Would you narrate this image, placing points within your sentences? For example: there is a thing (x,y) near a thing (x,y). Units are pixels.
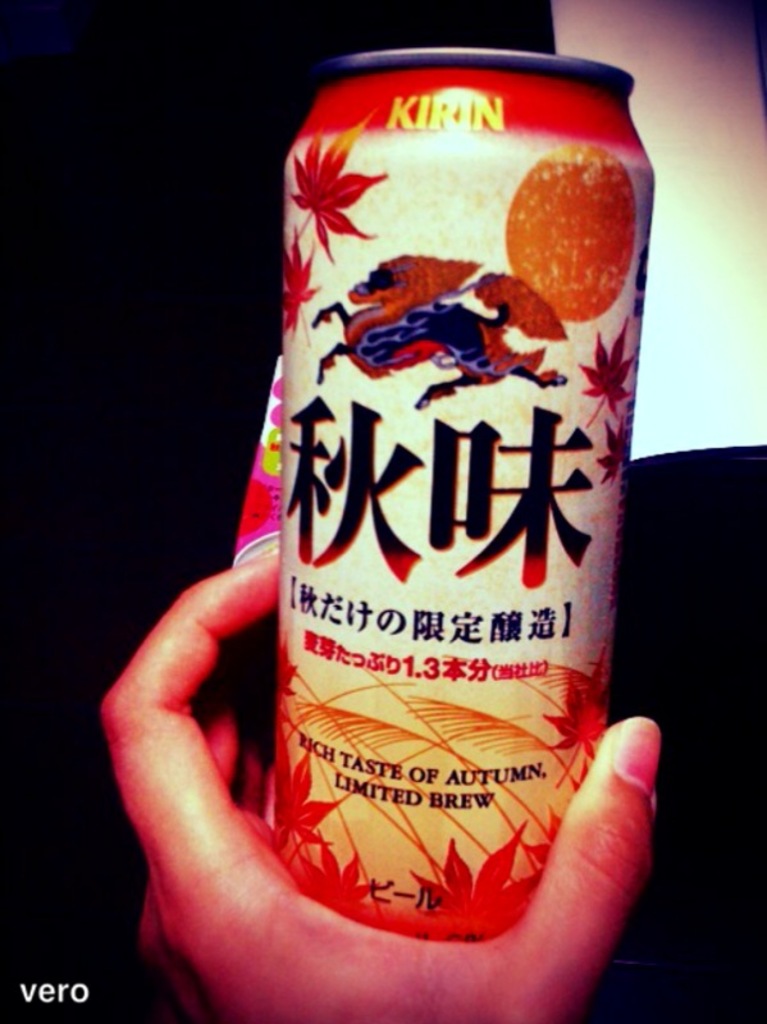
We can see a person's hand (374,972) holding a can (414,392). On the can (438,639) there is a label (507,638). In the background (84,254) it is dark.
